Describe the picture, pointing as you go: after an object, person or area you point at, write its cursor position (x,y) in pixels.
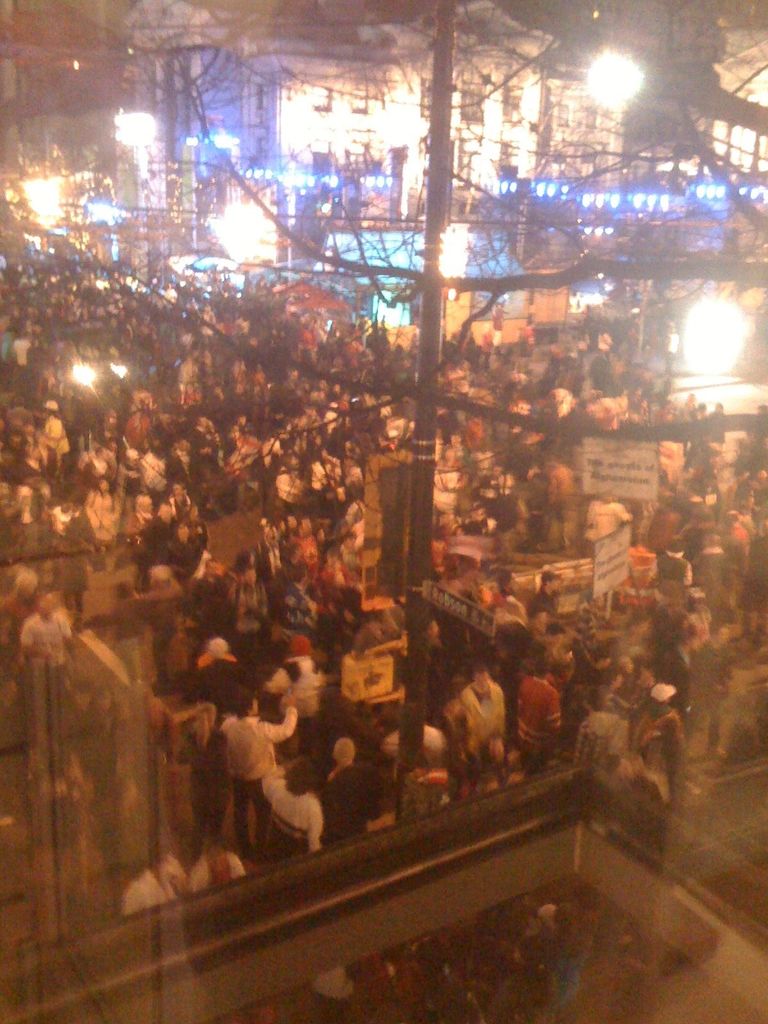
This picture describes about group of people (300,617), in this we can find few trees (504,416), a pole (441,144), buildings (424,163) and lights (269,231).
